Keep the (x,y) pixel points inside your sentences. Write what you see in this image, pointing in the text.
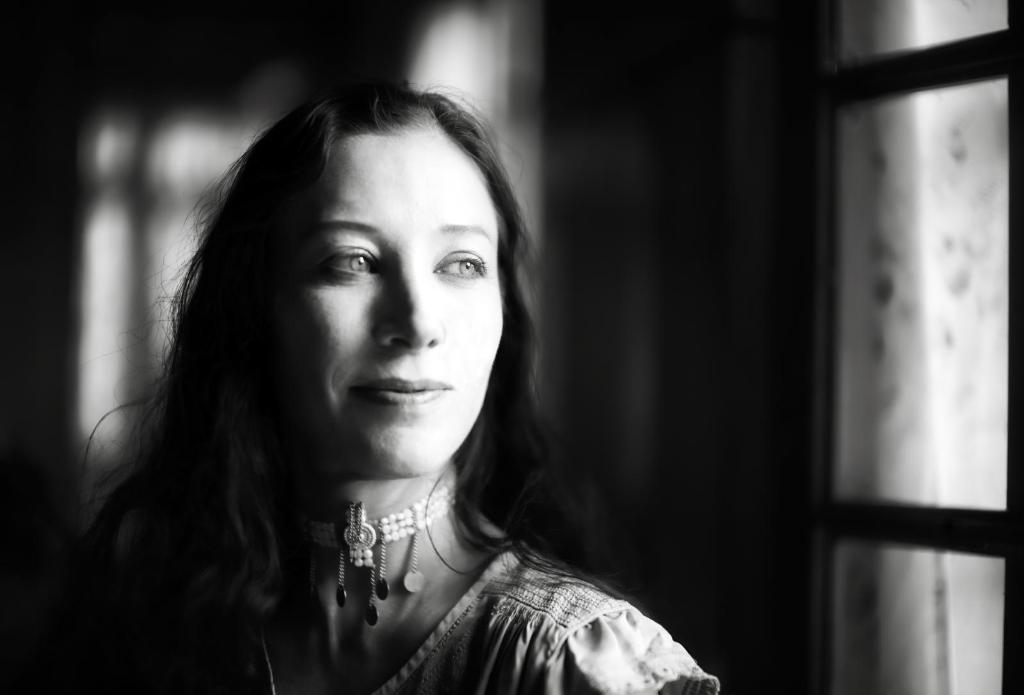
In this picture we can see a woman (372,394) is smiling in the front (365,447), there is a blurry background (675,87), it is a black and white image.
